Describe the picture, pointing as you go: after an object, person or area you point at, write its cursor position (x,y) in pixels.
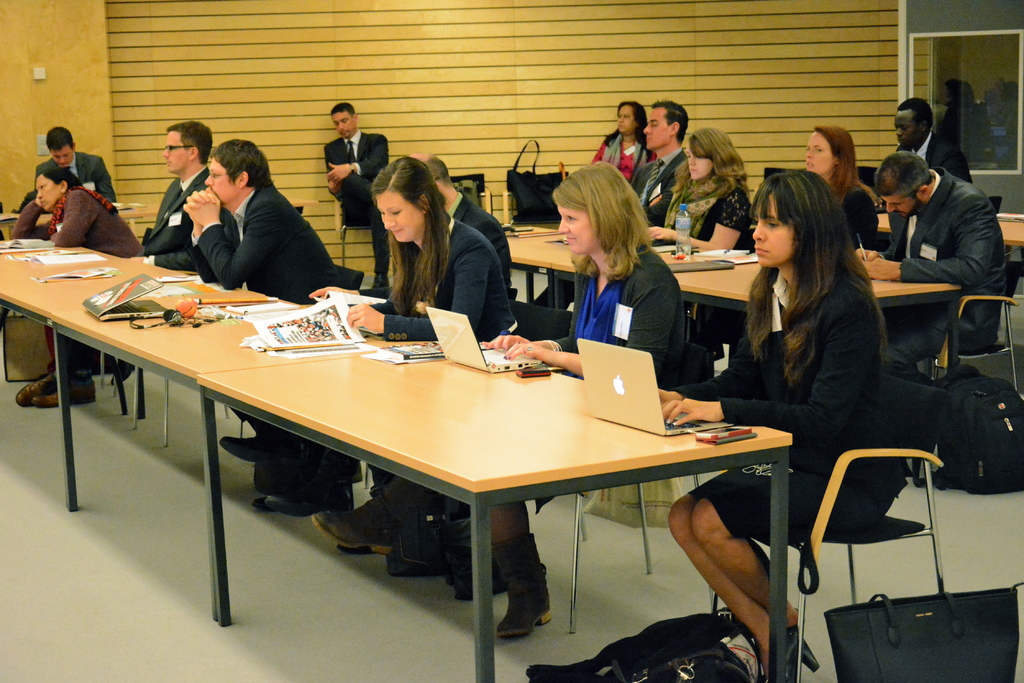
In this image, there is an inside view of a room (466,161). There are some persons (99,187) wearing clothes (311,266) and sitting on chairs (922,406) in front of the tables (492,437). These tables (408,374) contains laptops (599,385), bottle (688,245) and some papers (260,304). There are some bags (729,676) on the right side of the image (983,414).
